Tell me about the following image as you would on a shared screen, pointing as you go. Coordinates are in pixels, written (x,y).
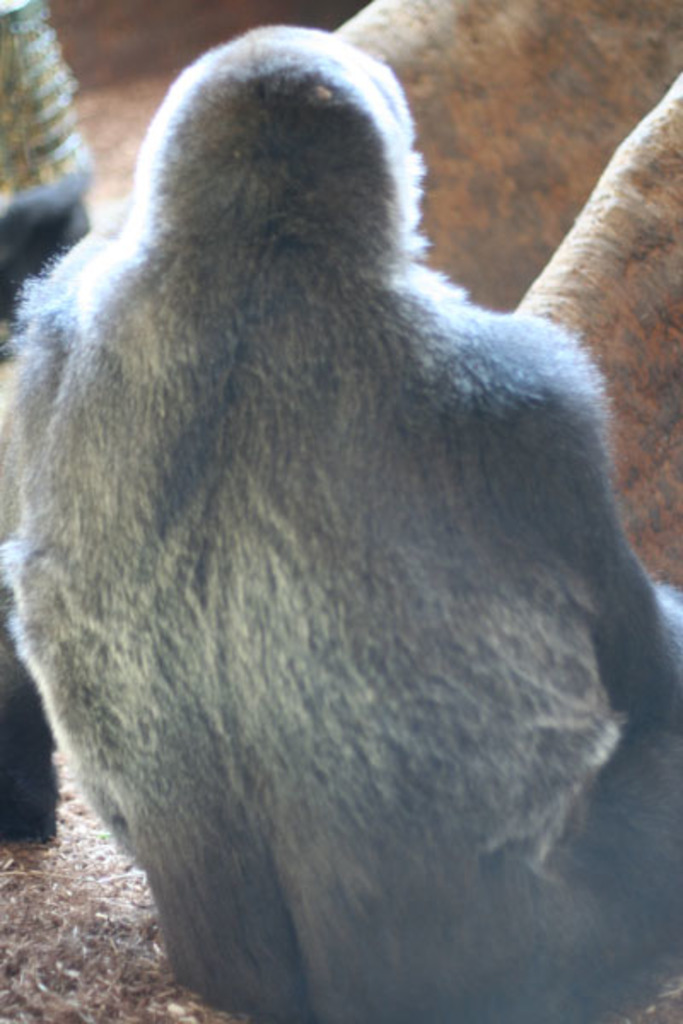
In this image we can see a gorilla (186,677) on the ground (103,882), also there are some other animals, around it.
